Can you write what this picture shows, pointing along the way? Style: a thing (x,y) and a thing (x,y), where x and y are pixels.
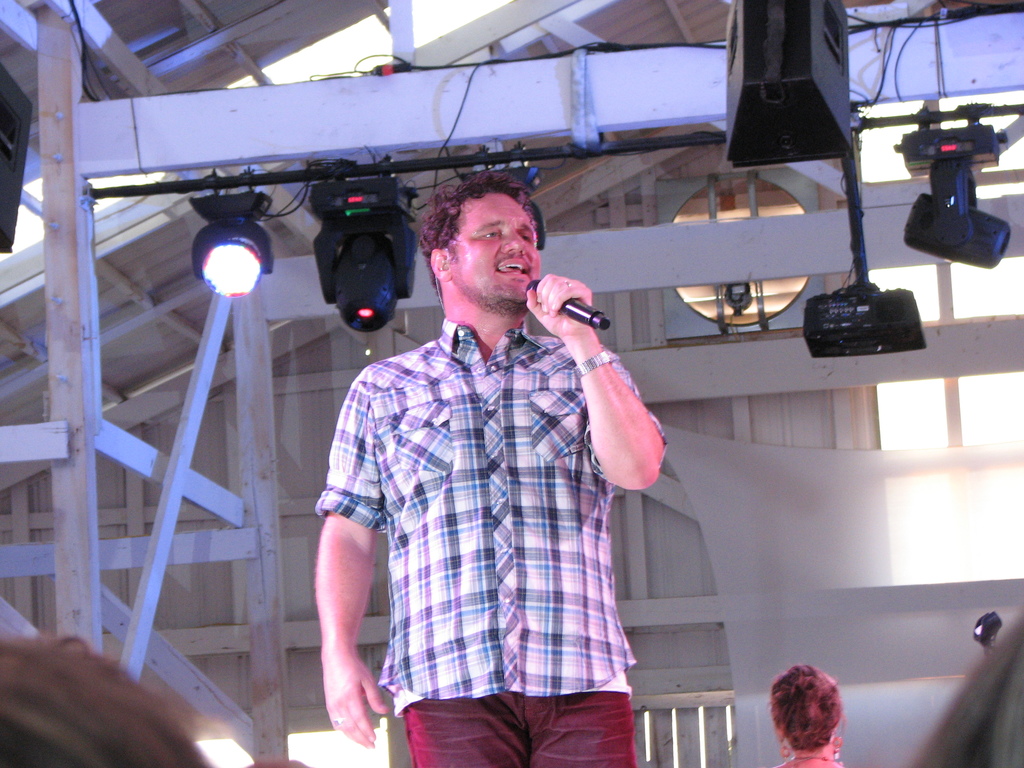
In this image i can see a man (530,442) is holding a microphone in his hands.
